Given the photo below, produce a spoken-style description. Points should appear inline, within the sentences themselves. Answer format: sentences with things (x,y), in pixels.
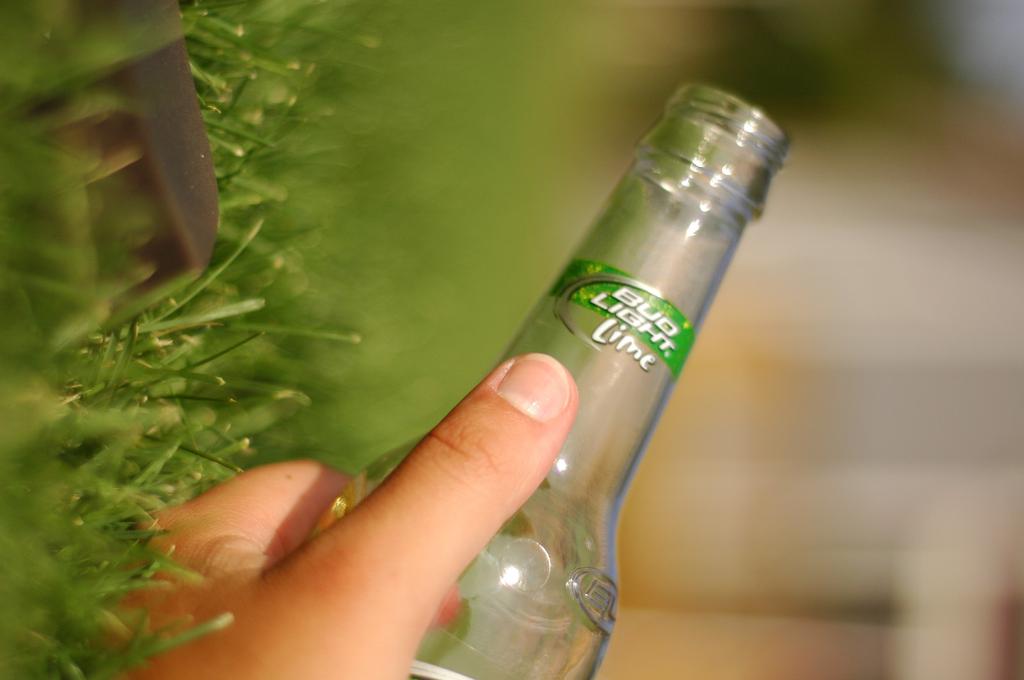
In the middle of the image (537,401) a person (527,417) is holding a bottle (519,614). Bottom left side of the image (94,572) there is a grass (36,167).
